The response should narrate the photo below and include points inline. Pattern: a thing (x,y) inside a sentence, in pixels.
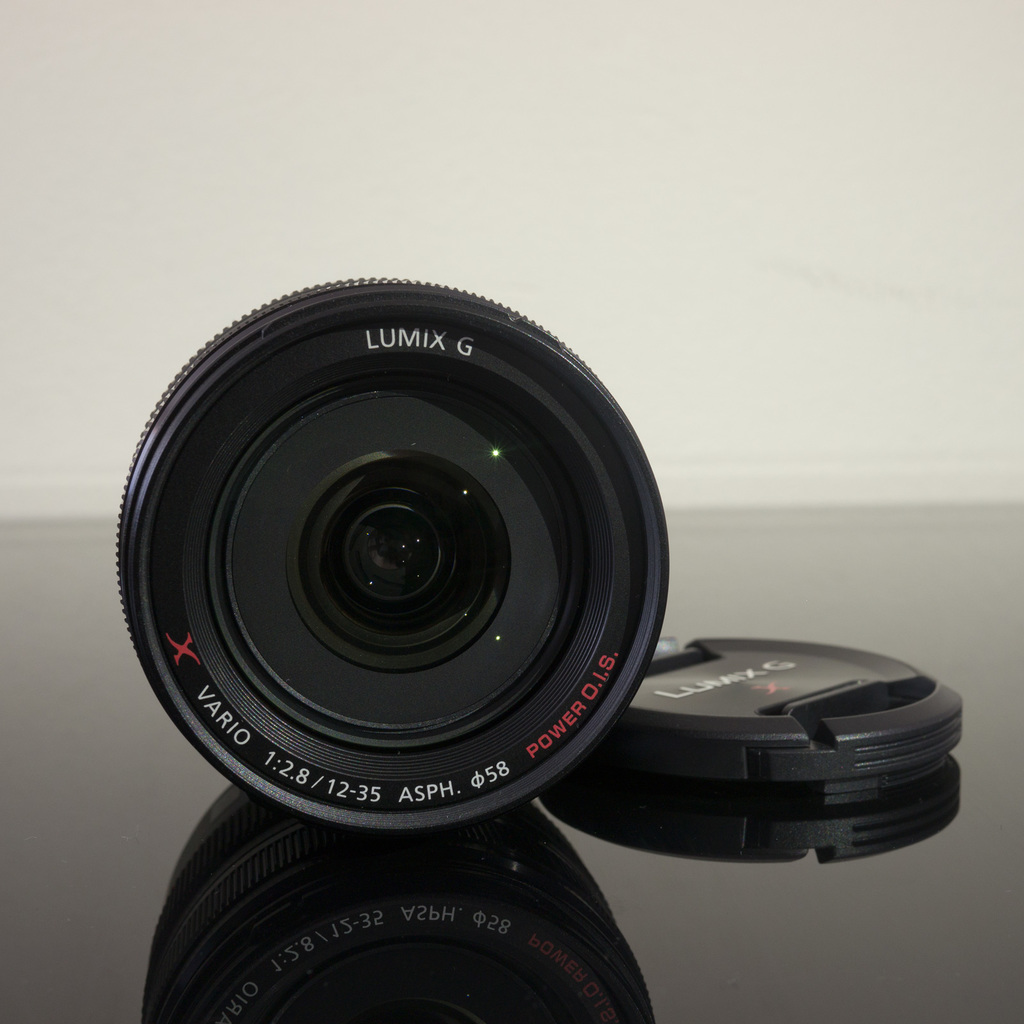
In this image I can see a camera lens (340,526) on the black surface (996,915). Back I can see white background (614,166).
